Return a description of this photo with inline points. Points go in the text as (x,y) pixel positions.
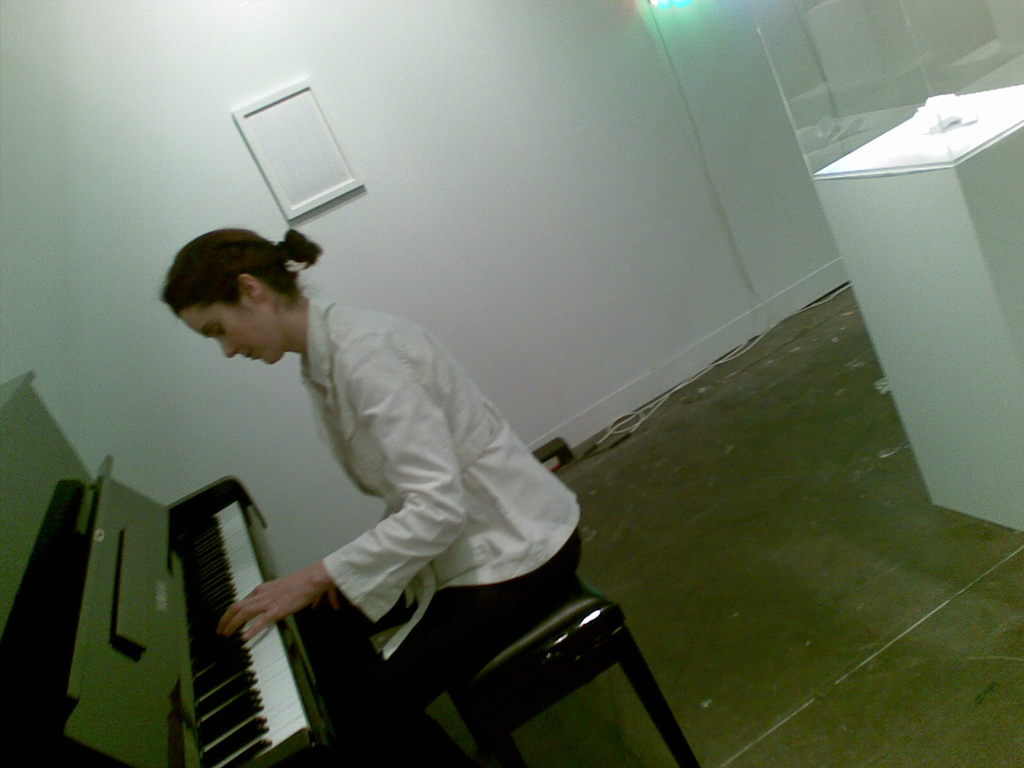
In a room (139,371) there is a person (456,391) sitting on bench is playing a piano (182,593).
